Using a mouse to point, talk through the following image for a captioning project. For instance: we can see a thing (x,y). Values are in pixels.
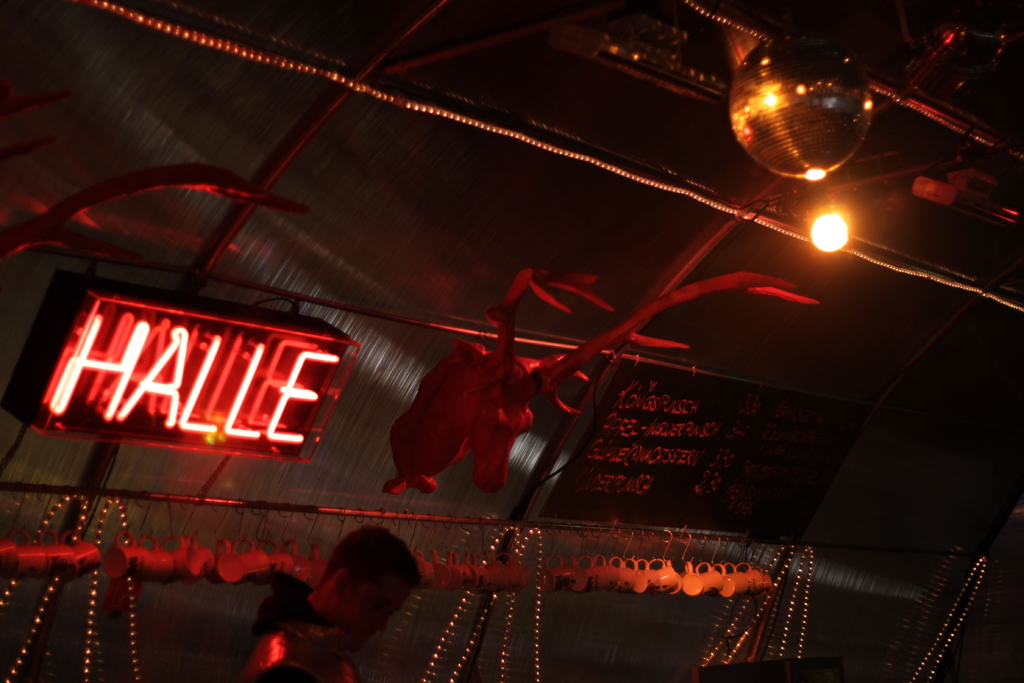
In this image on the left side (205,383) there is one board (182,410) and on the right side (732,497) there is another board (683,443), on the boards (727,440) there is some text (736,462) written. At the bottom (389,588) there is one person (389,585) and in the background (491,223) there is a wall (239,528) and some lights (831,233), and in the center (473,403) there is one object (554,383). On the top of the image (810,160) there are some lights (813,171) and in the center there are some cups (135,568) which are hanging.
